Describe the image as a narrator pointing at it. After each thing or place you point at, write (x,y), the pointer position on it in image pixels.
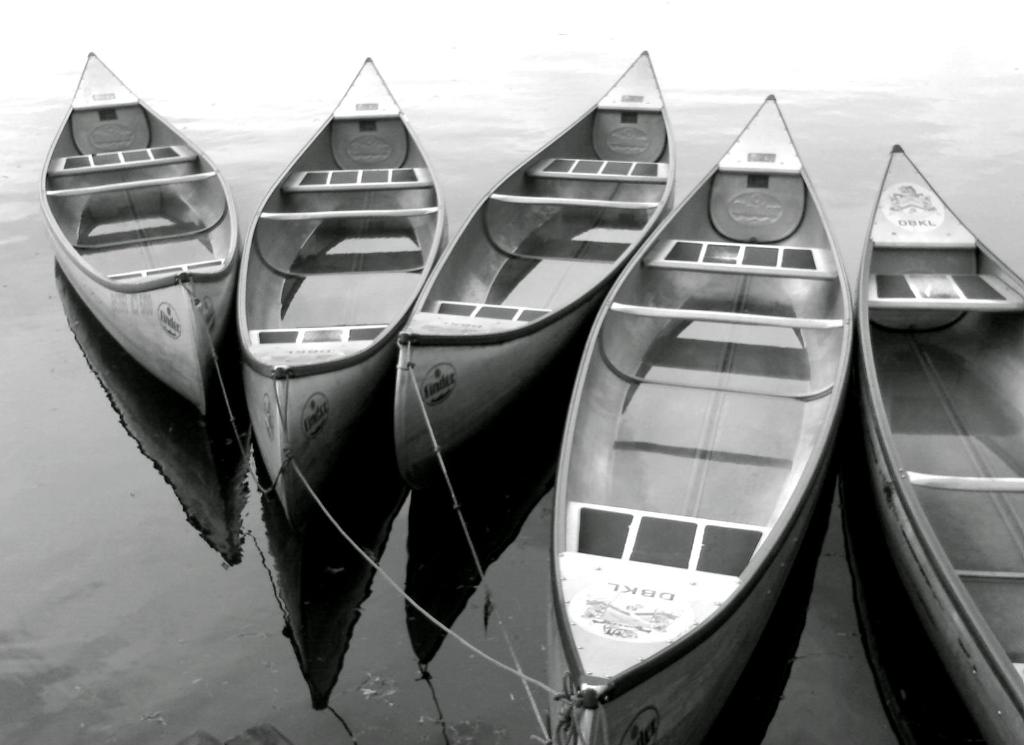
In this image we can see some boats (664,417), four boats (100,183) with threads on the water (229,519), one boat (897,297) on the water (259,684) on the right side of the image (881,468) truncated and some text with images (655,608) on the boats (204,324).
